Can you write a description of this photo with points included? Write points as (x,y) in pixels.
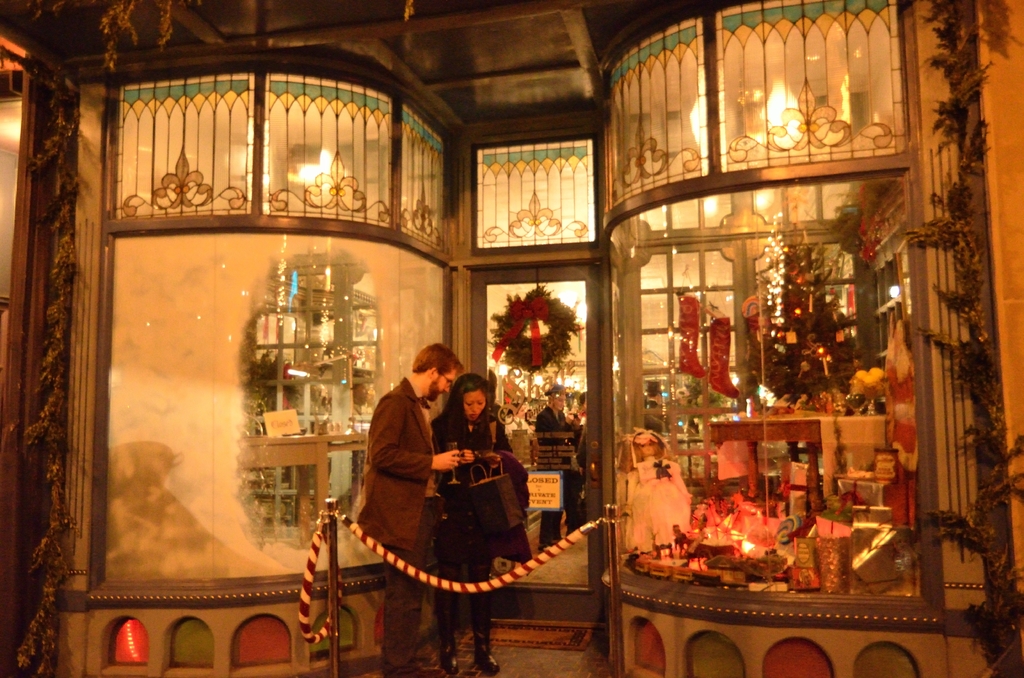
In this image there is a man (422,379) and a woman (471,376) standing in front of a store (487,247), the man (376,481) is holding a glass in his hand (448,464), while the woman (495,440) is holding some object (489,457) in her hand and looking into it.
